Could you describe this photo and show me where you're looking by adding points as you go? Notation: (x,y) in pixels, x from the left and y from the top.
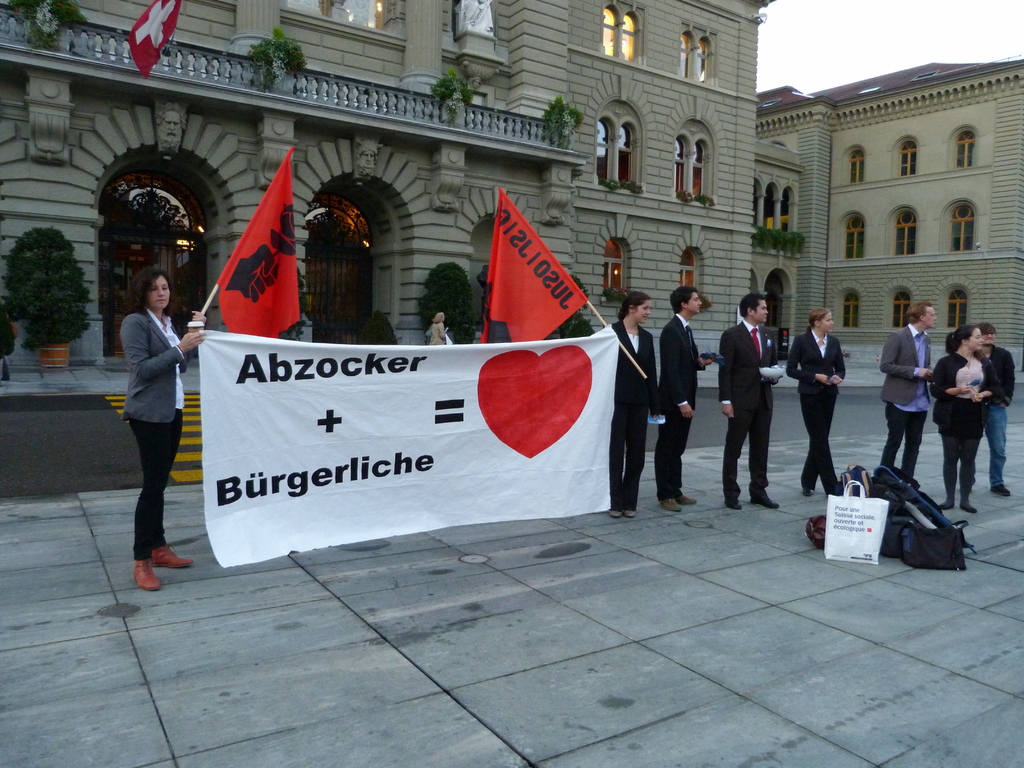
In this image there are two people (149,401) holding the flags (549,270) and a banner (530,463) in their hands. Beside them there are a few people (732,475) standing on the road (541,676). In front of them there are bags (924,493). Behind them there are a few people (1003,444) walking. There are flower pots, buildings (711,192) and a flag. At the top of the image (797,44) there is sky (830,38).
